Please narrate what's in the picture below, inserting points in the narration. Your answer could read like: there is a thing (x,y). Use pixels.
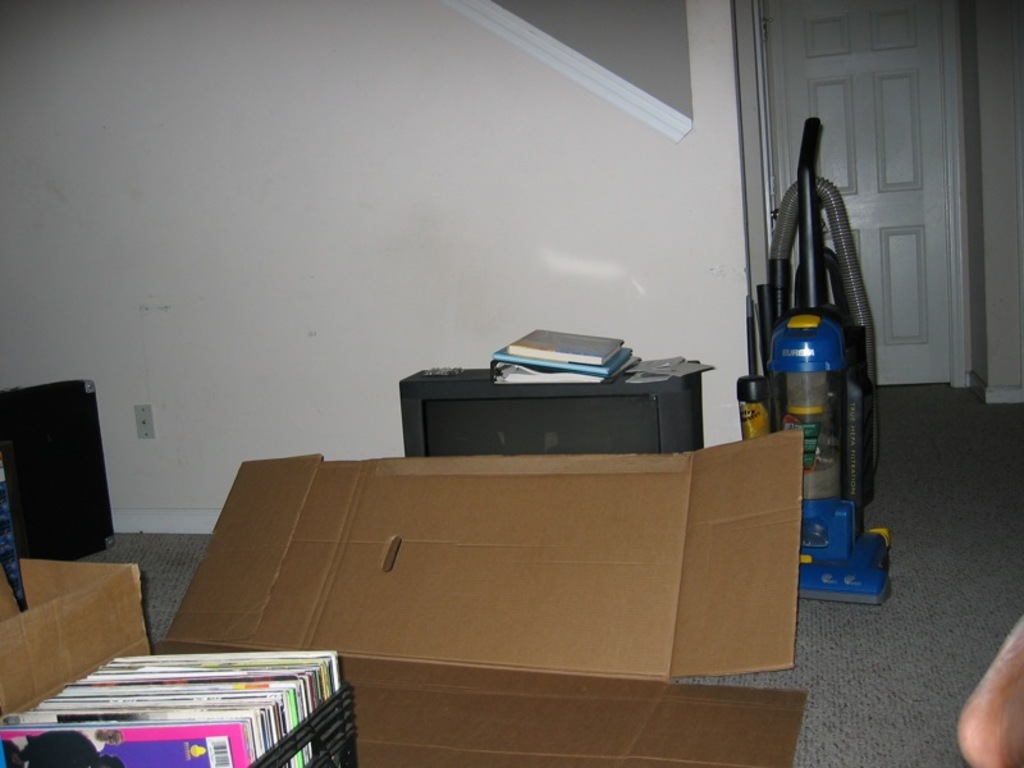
In this image there is a basket (338,749) having few books (208,696) in it. Beside there are few cardboard boxes (308,610). There is a television (543,398) having few books (581,380) on it. Beside there is a vacuum cleaner (849,404) near the wall (579,264). Behind there is a door (923,55).
